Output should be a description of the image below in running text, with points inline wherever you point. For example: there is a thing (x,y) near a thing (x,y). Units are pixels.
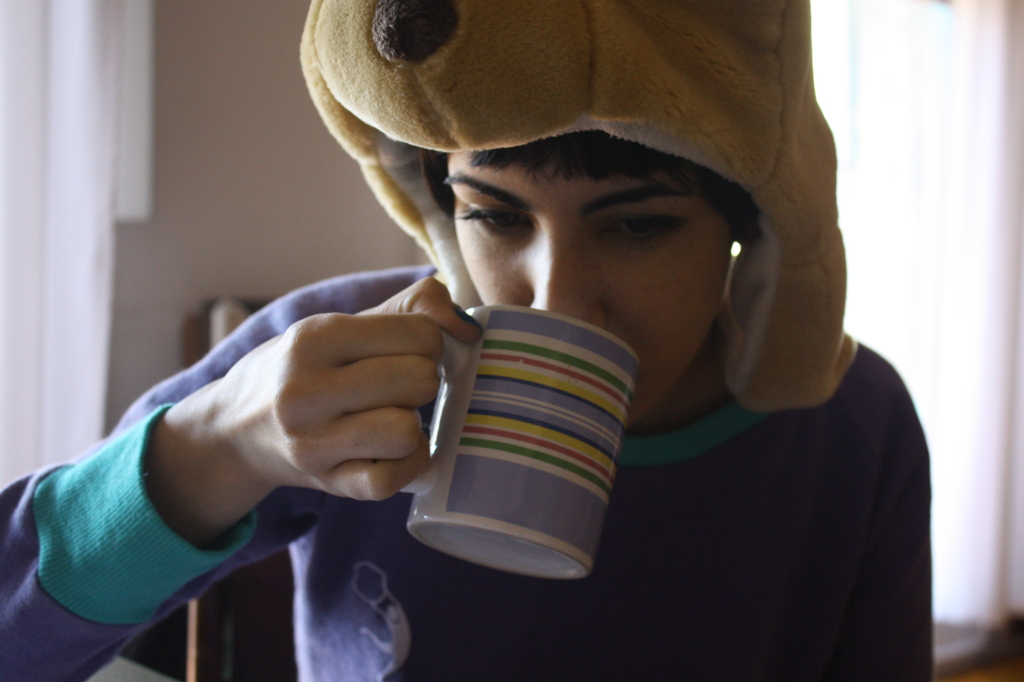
In the middle of the image (659,377) a person (403,199) is sitting and holding a cup (534,335). Behind the person (807,372) we can see a wall (352,247) and curtain (103,126).
